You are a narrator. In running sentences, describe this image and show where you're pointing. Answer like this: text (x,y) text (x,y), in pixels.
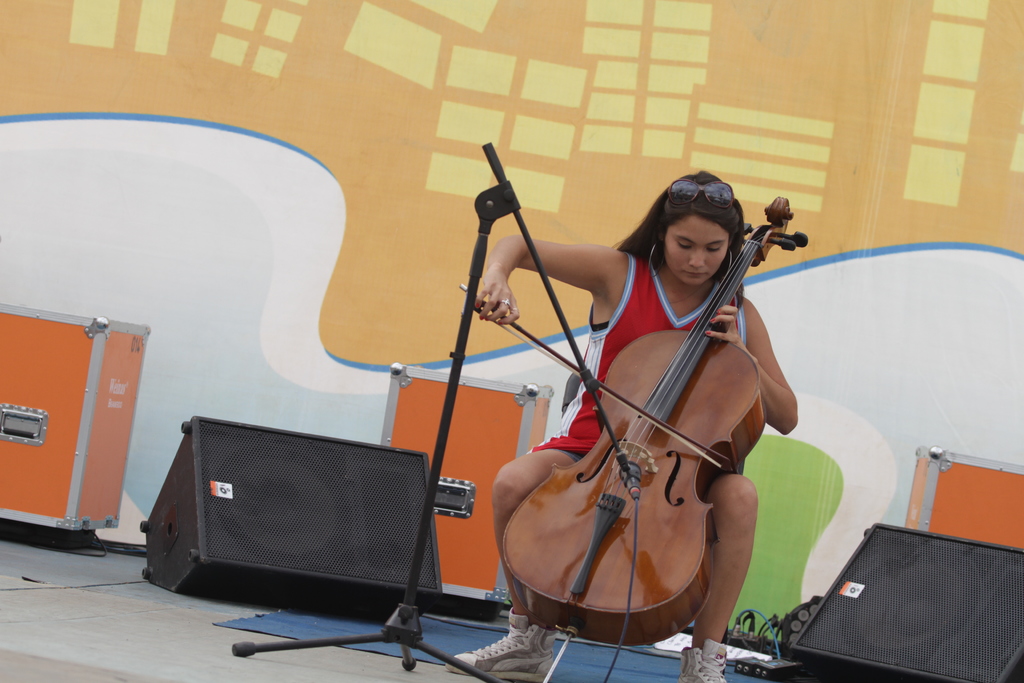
In this image there is a person (719,317) wearing red color dress (739,327) sitting on the chair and playing cello (600,603) in front of her there is a microphone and at the left side of the image (271,484) there is a sound box (344,537) and at the right side of the image (900,601) there is a sound box (855,582).
